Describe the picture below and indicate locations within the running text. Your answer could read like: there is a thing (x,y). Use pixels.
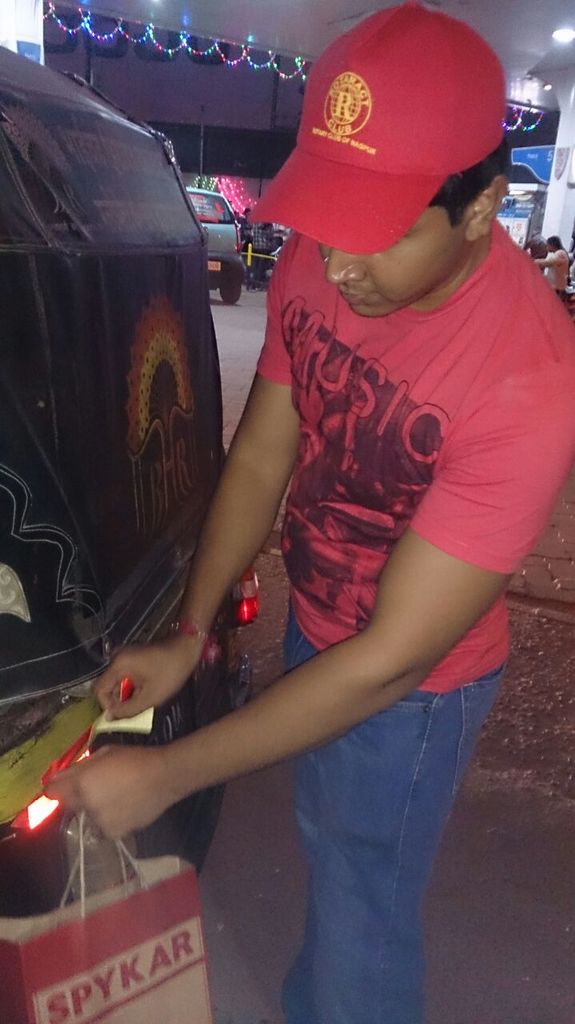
In this image there is a vehicle (73,646), back of the vehicle (148,630) there is a person (356,635) standing and holding a bag (105,905) and he is doing something, behind them there are few people (254,234) and a vehicle (217,262) is parked, At the top of the image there are few lights (304,66) hanging from the ceiling (258,40).
